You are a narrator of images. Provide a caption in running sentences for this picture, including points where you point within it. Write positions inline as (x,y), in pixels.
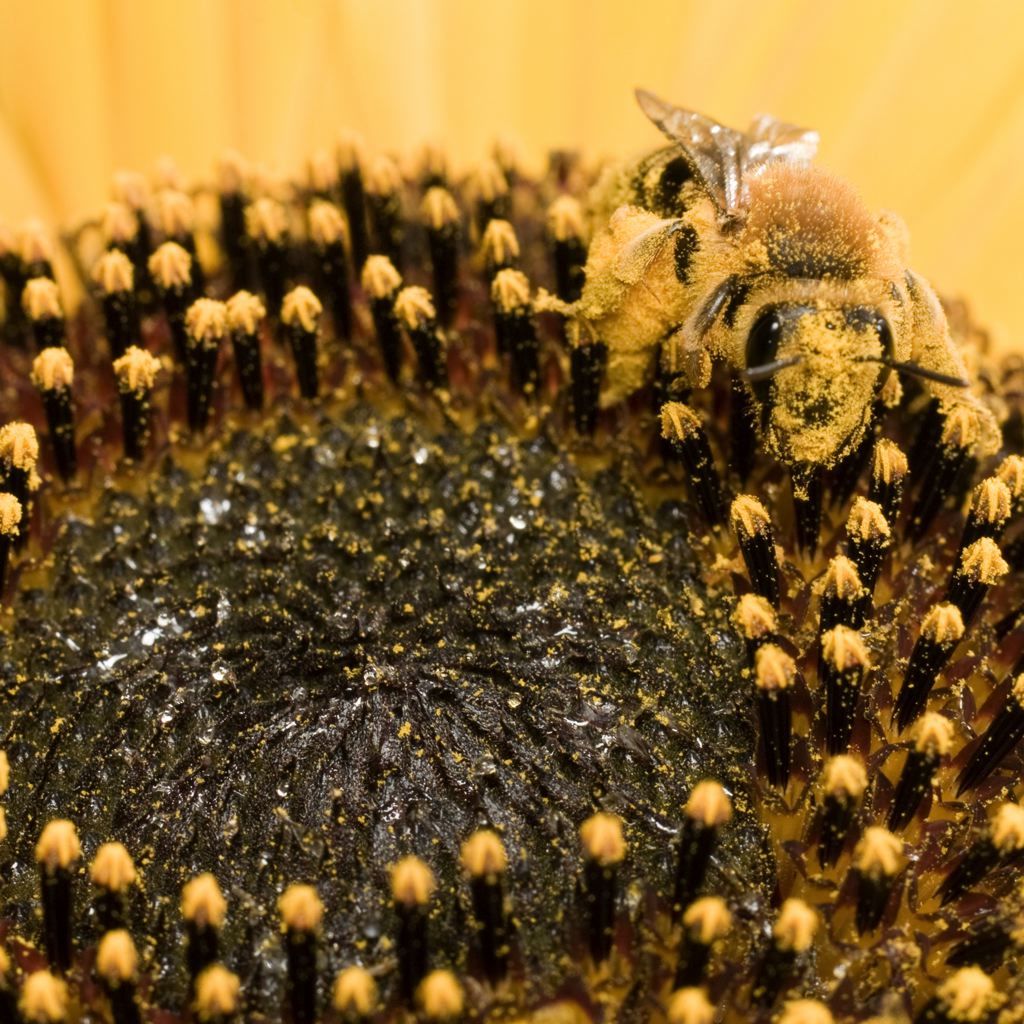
In this image I can see an insect (846,350) and the insect (822,281) is on the flower (328,628). The flower (380,598) is in brown and yellow color and the insect (858,427) is in brown and black color.
